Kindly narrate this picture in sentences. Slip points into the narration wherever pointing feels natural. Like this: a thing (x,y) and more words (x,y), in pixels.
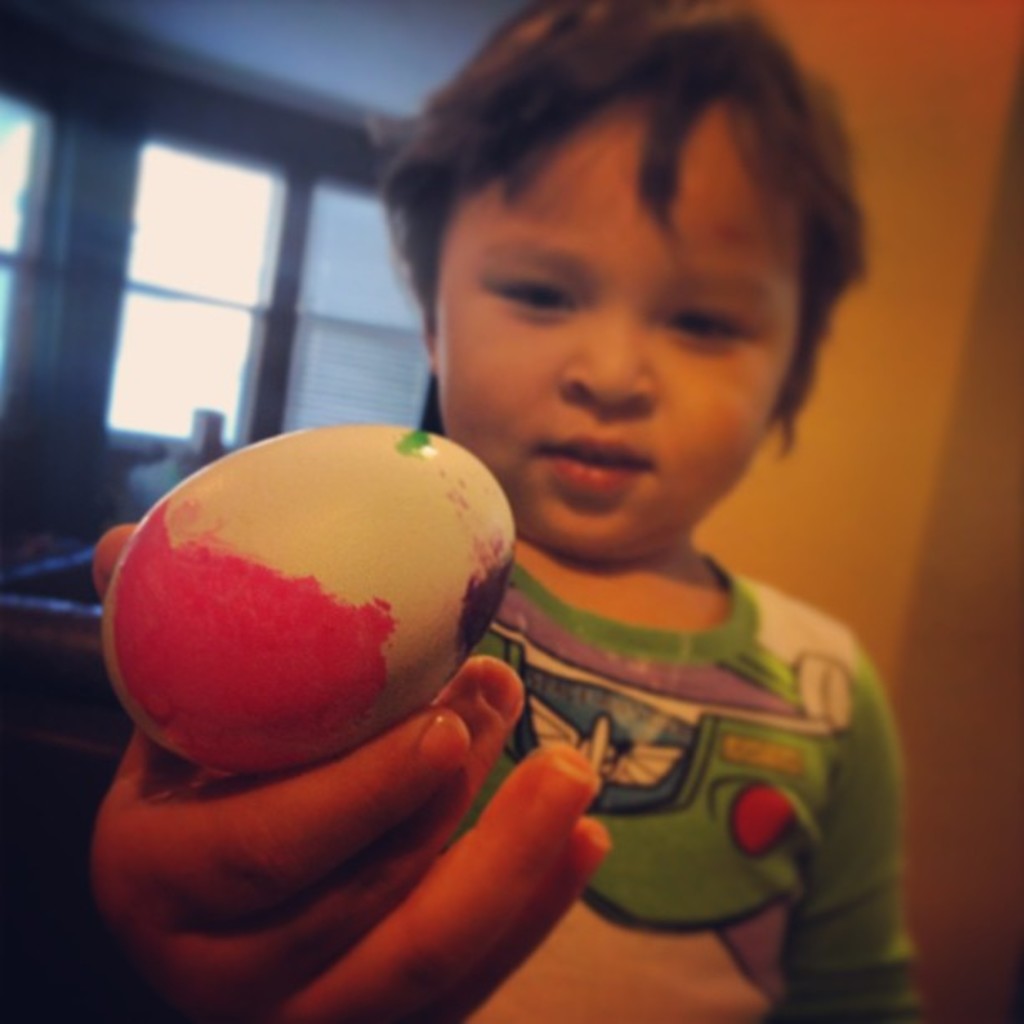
In this image, I can see a boy (713,735) standing and holding an egg (207,746) in his hand (391,855). On the right side of the image (886,584), I can see the wall (911,553). In the background (130,379), there is a window (279,126).
